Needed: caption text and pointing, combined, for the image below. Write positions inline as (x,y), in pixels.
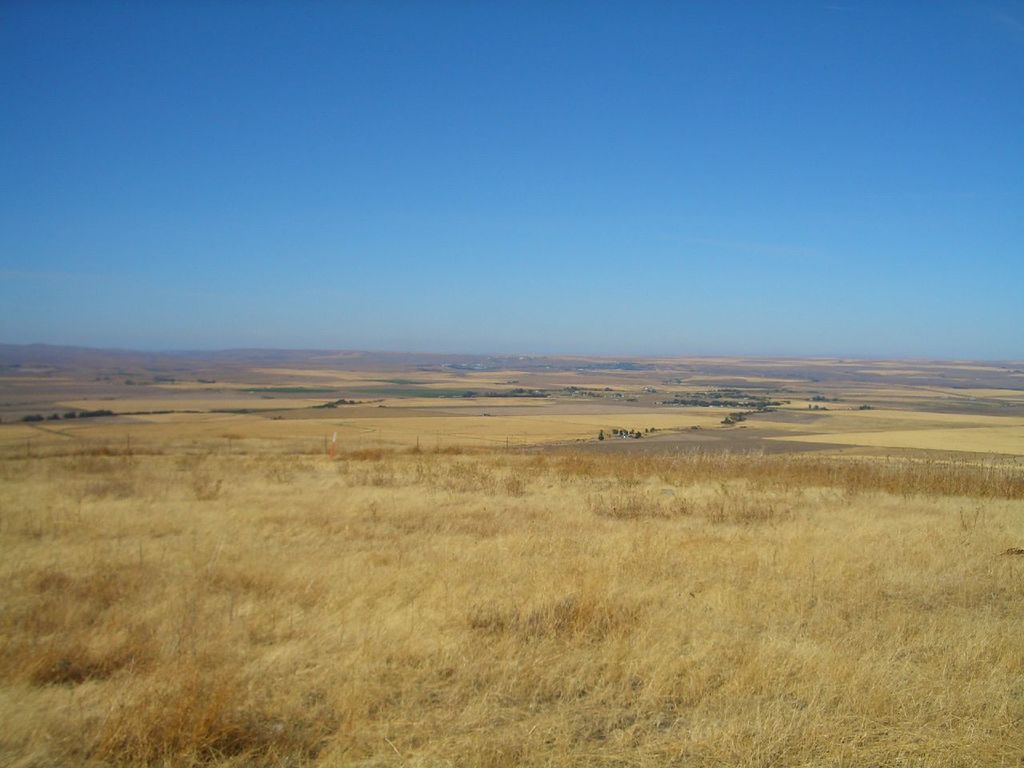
In this image, we can see ground (603,619) covered with grass (713,587).
